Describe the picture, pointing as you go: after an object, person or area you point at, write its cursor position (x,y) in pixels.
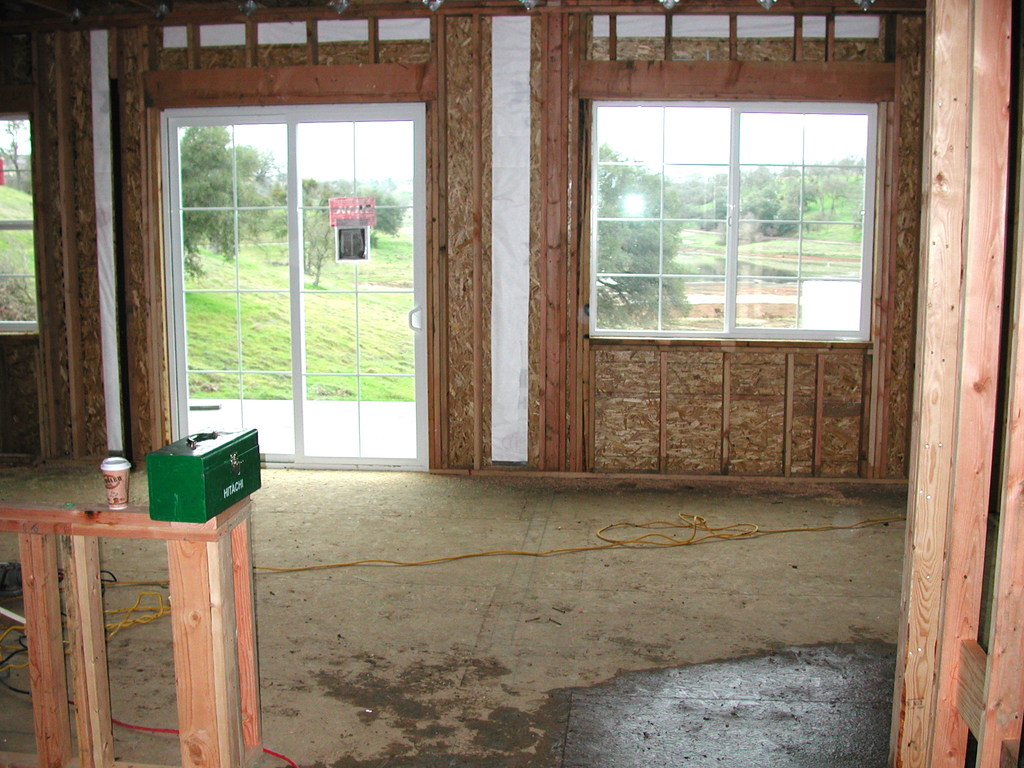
This is an inner view of a house (347,291) containing some windows (269,438), wires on the floor (506,672), a wooden pole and a table (201,716) containing a glass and a box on it. On the backside (253,379) we can see a group of trees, grass (349,387) and the sky (638,130).
